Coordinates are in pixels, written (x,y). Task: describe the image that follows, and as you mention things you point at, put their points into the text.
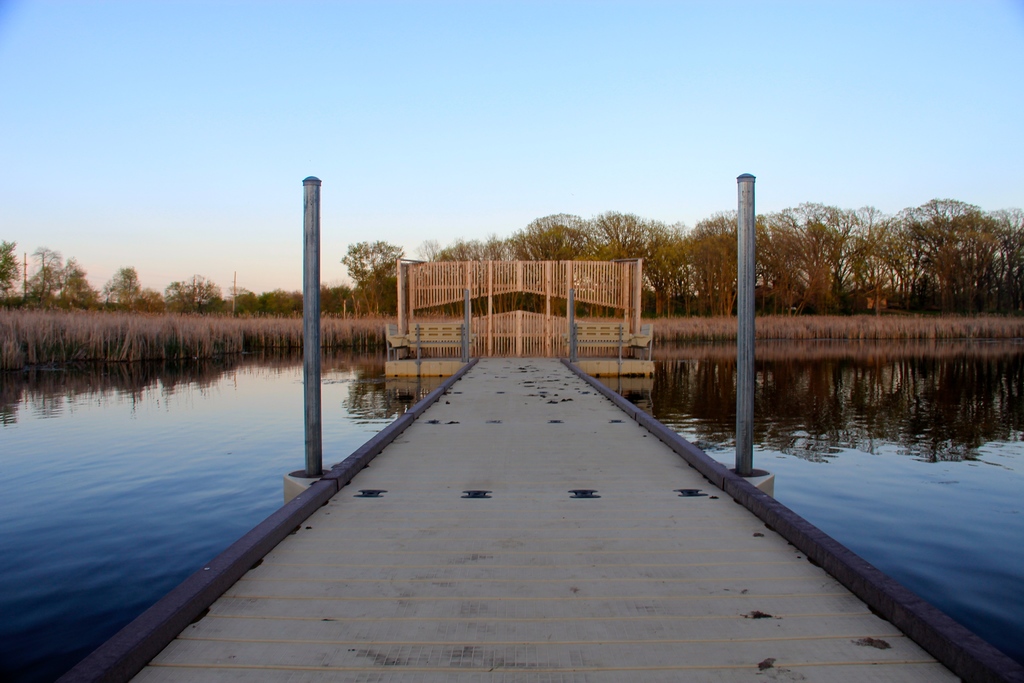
In this image in the center (482,406) there is a bridge (482,523) and there are poles (746,395). In the background (131,308) there are trees (365,252) and there is a fence (508,275) and there is water (144,475) on both the sides of the bridge (579,504).
